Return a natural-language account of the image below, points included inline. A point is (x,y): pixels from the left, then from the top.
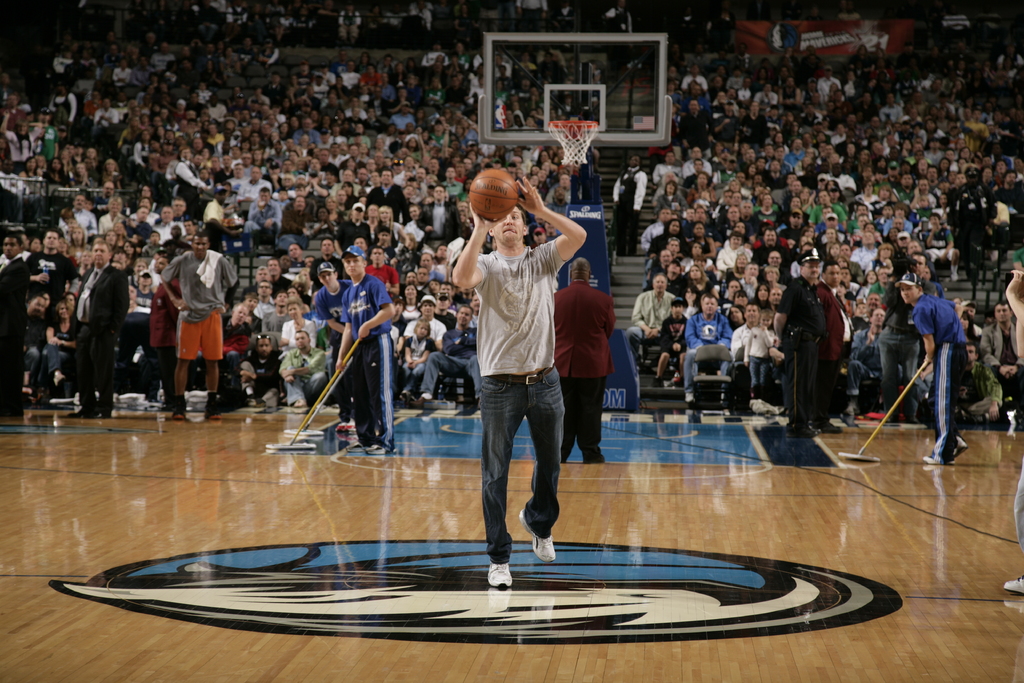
In this image, we can see a crowd (27,237). There is a person (547,280) in the middle of the image (533,322) wearing clothes (520,321) and holding a ball (512,206) with his hands (475,220). There is basketball goal post (555,96) at the top of the image (555,102).
